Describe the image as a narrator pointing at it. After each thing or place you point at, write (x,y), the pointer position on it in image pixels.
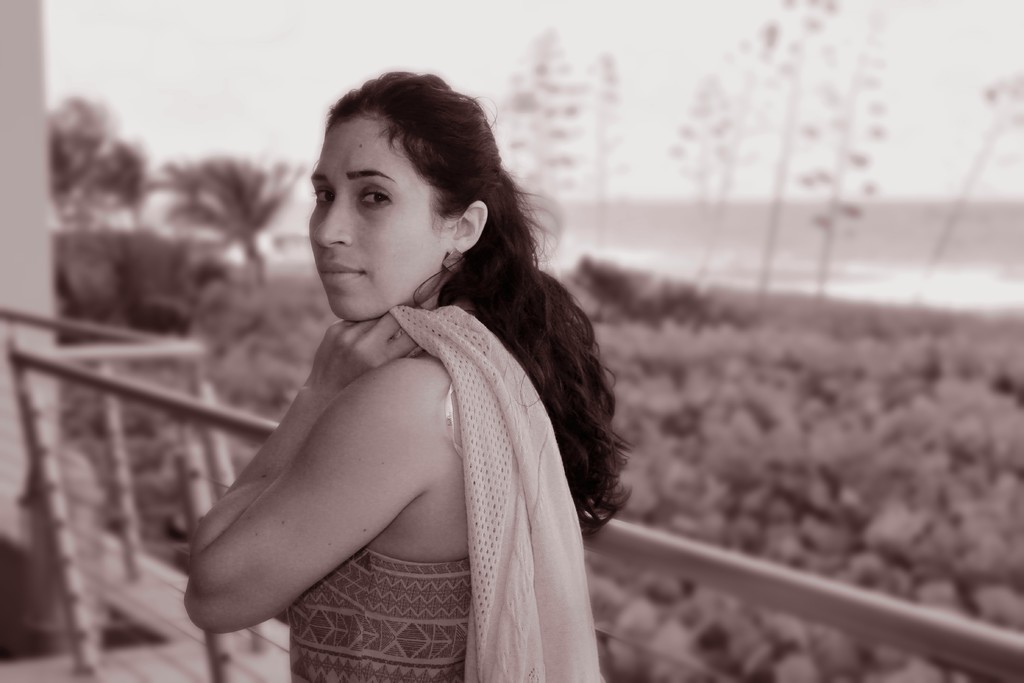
In the image in the center (488,370), we can see one woman (382,478) standing and holding the cloth (460,396). In the background (292,156), we can see the sky (931,92), trees (81,122) and fence (38,440).
